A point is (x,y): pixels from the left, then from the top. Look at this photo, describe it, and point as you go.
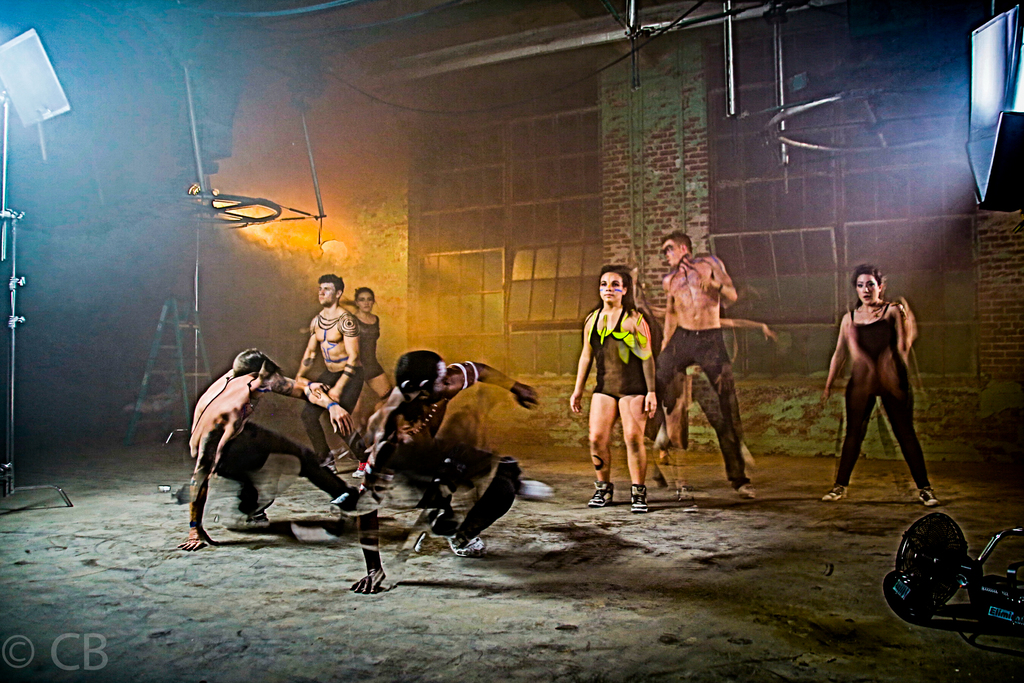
In the picture I can see people (463,462) among them some are standing and some are dancing on the ground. In the background (278,348) I can see a wall (292,195), framed glass wall (549,192), a ladder (163,350) and some other objects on the ground (5,597). On the bottom left corner of the image (98,645) I can see a watermark (36,652).
